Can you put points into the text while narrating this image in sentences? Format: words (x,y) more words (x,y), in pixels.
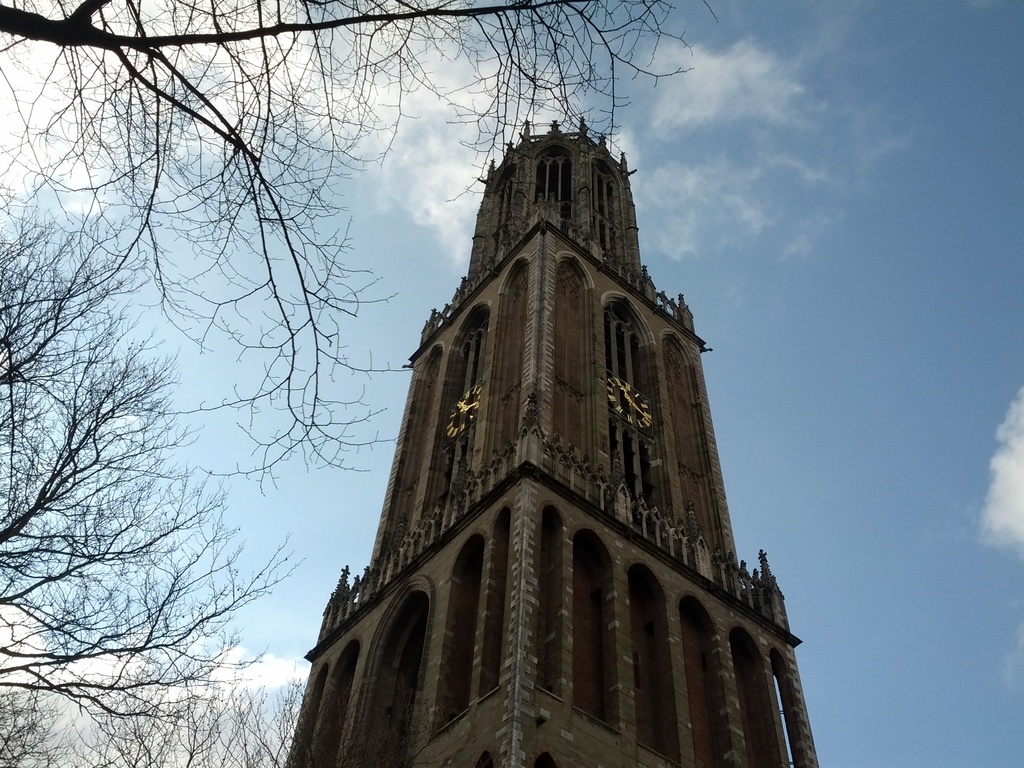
In this image there is a building (450,442), beside the building (445,377) there are trees (36,587).
